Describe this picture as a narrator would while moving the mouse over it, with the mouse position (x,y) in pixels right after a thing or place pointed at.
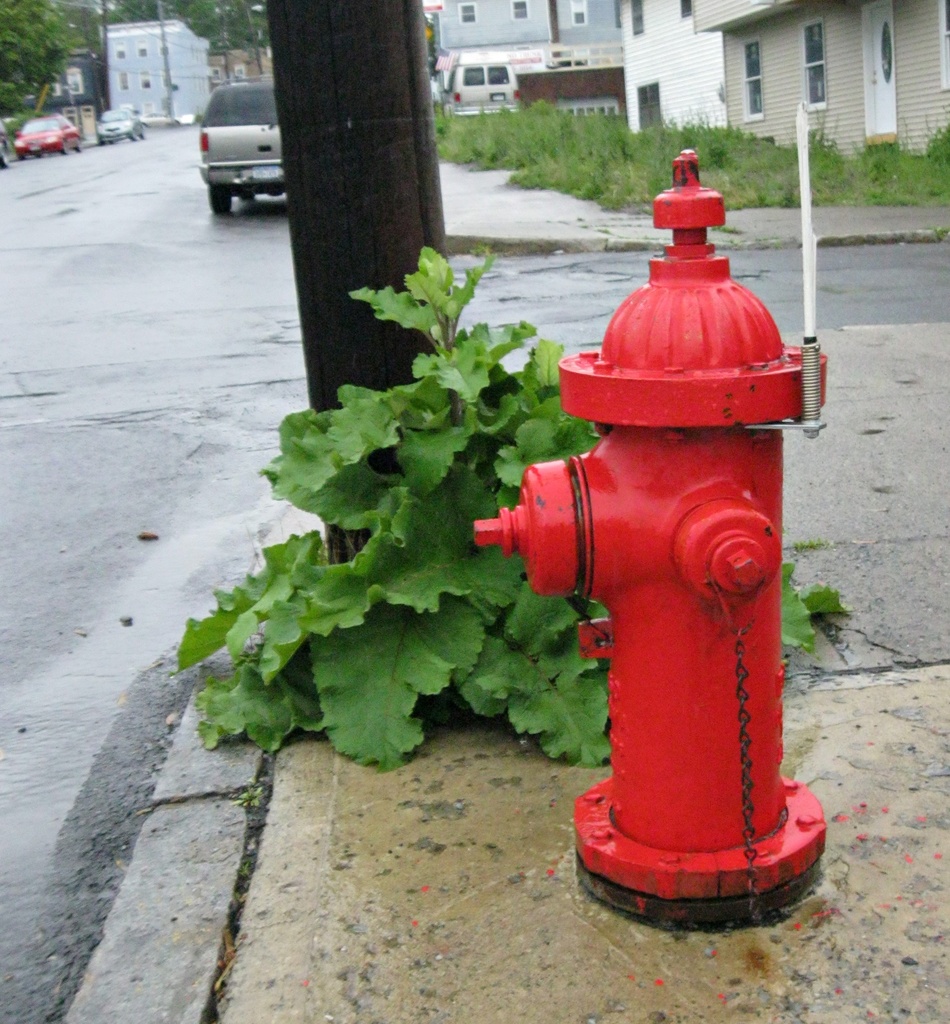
On the right side of the image (713,539) there is an hydrant (663,479). On the left (157,507) there is a road (124,426) and we can see cars (55,146) on the road (173,424). In the center (401,357) there is a pole (385,368) and we can see a plant (423,325). In the background (14,60) there are trees (239,22), buildings (718,50) and grass (623,177).
